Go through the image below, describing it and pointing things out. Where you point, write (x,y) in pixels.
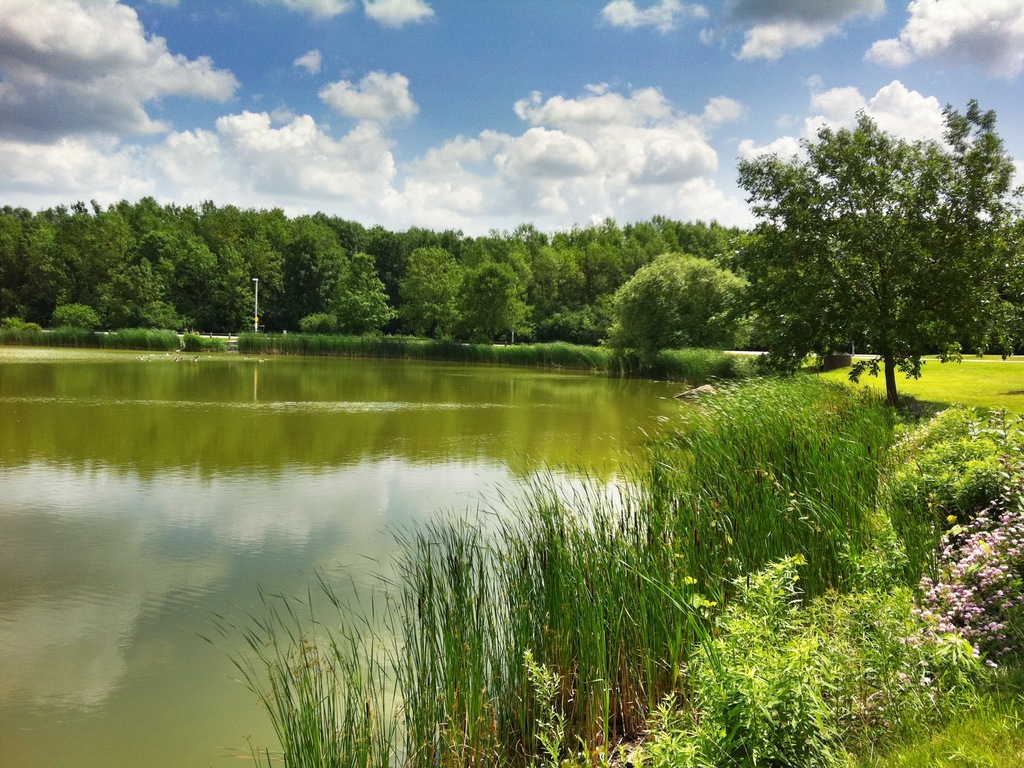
In this image I can see the water (227,510), some grass (753,427), few plants (930,429) and few flowers (943,542) which are pink in color. In the background (263,262) I can see few trees (550,286), a pole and the sky (420,109).
